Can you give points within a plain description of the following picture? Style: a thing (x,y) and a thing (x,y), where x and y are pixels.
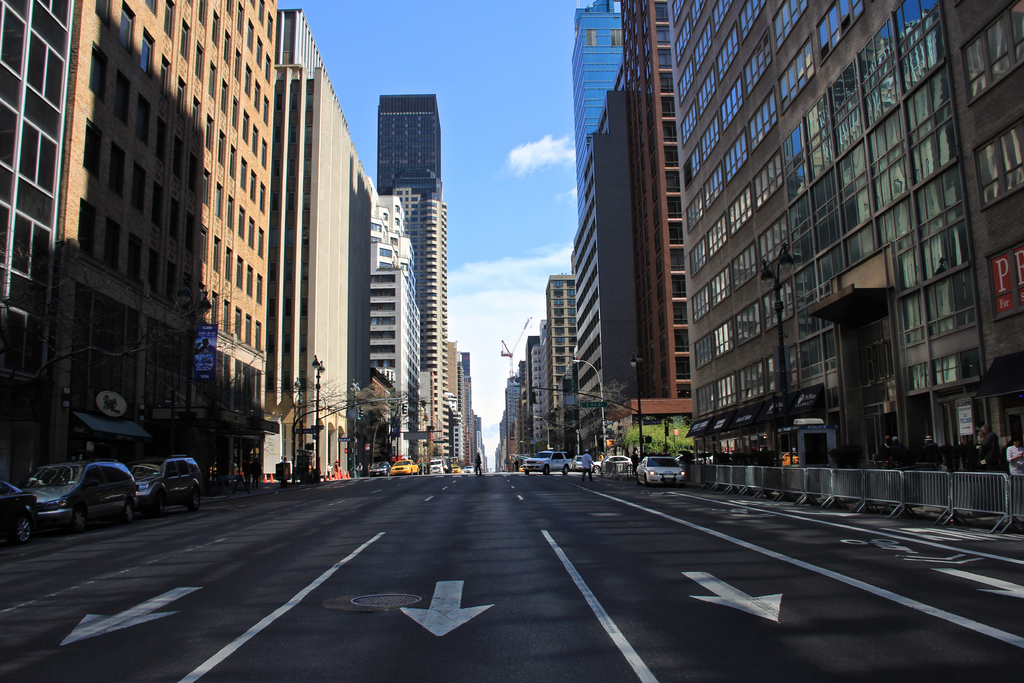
In this image I can see buildings (569,340), vehicles (435,473) on the road (204,515) and people (479,461). I can also see poles (355,438), trees (658,441) and fence (859,487). In the background (449,246) I can see the sky (463,178).
